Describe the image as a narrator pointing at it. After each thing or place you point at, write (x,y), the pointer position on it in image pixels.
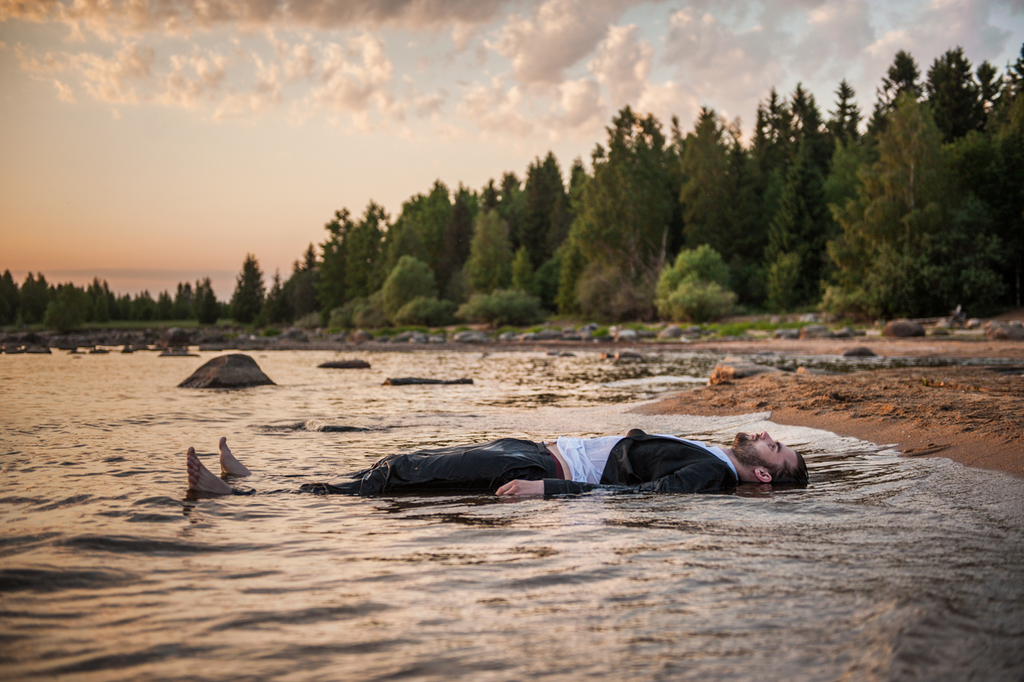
In this picture we can see a man (747,445) lying on the water (521,421) near the shore (797,404) surrounded by many trees (365,248), sand (888,403), rocks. The sky (345,77) is cloudy.
